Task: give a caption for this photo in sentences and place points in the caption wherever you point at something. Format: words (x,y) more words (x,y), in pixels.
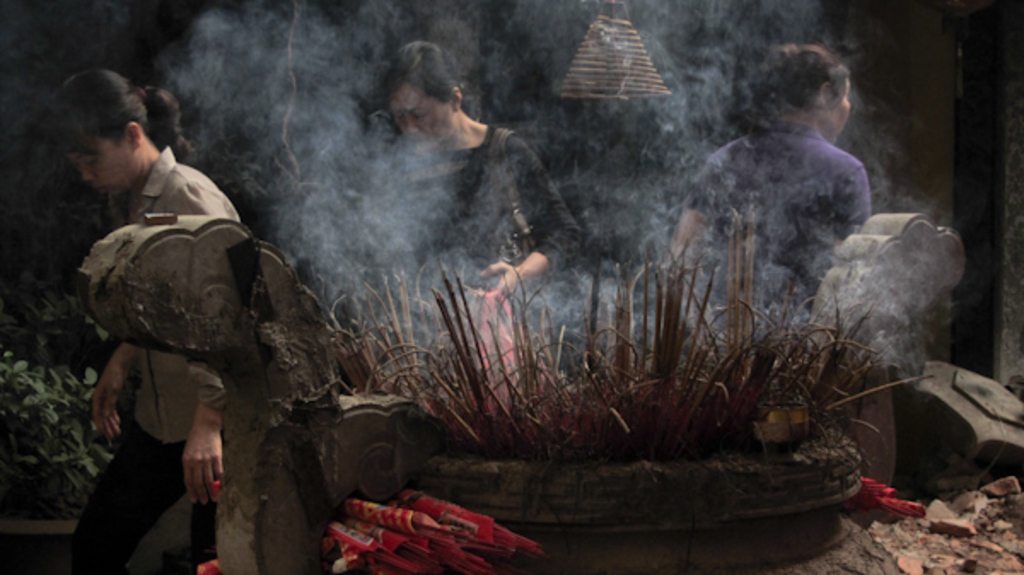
This image consists of three persons (801,201). In the front (510,497), there is an incense burner (499,489) in which there are incense sticks (487,411) and smoke (564,321). To the left (51,381), there are plants (17,399). The background (272,15) is black in color.
